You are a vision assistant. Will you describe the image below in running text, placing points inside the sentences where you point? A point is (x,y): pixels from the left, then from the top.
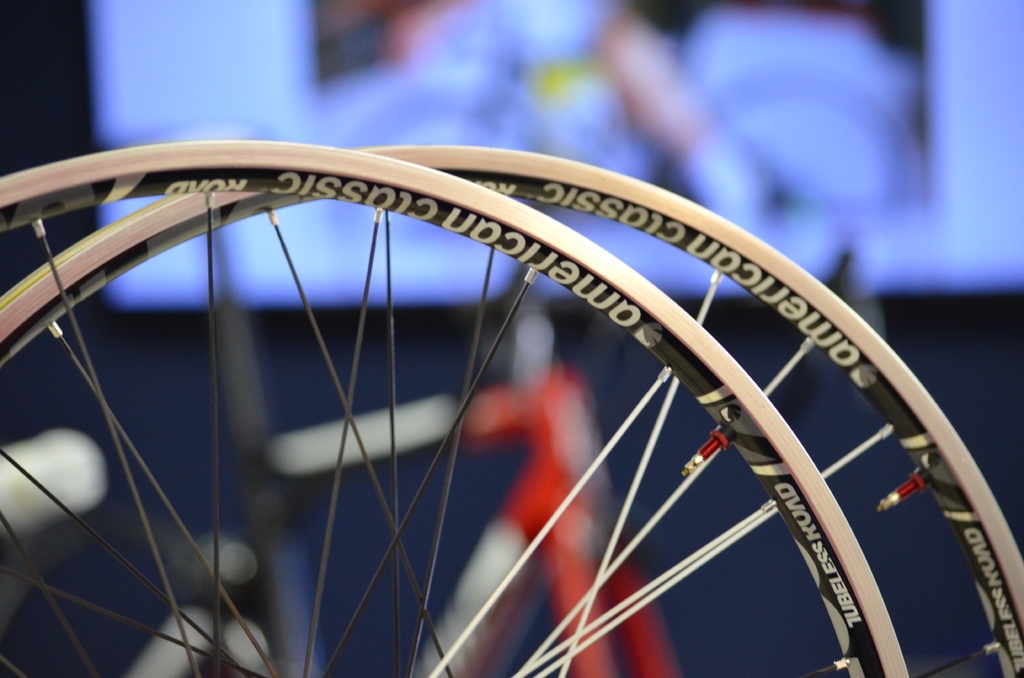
In the image in the center (541,264), we can see two cycle tires (371,161) and we can see something written on it. In the background (834,222) there is a screen (962,24).
